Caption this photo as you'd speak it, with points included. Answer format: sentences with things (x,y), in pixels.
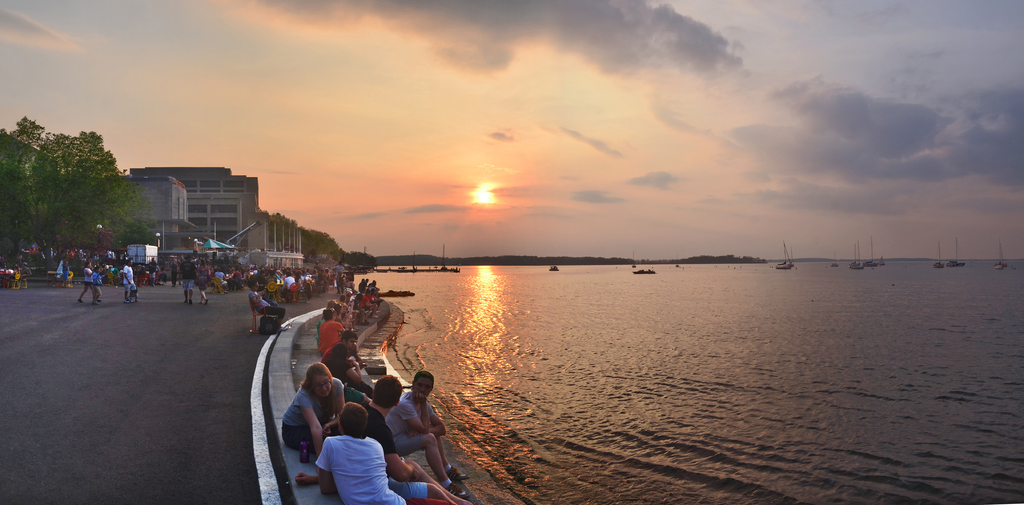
In the picture I can see the sailing ships (938,266) in the water (633,286). I can see a few persons (388,488) sitting on the side of the ocean (414,344). I can see the buildings (268,248) and trees (22,188) on the left side (212,208). I can see the sunshine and the clouds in the sky (509,121).
